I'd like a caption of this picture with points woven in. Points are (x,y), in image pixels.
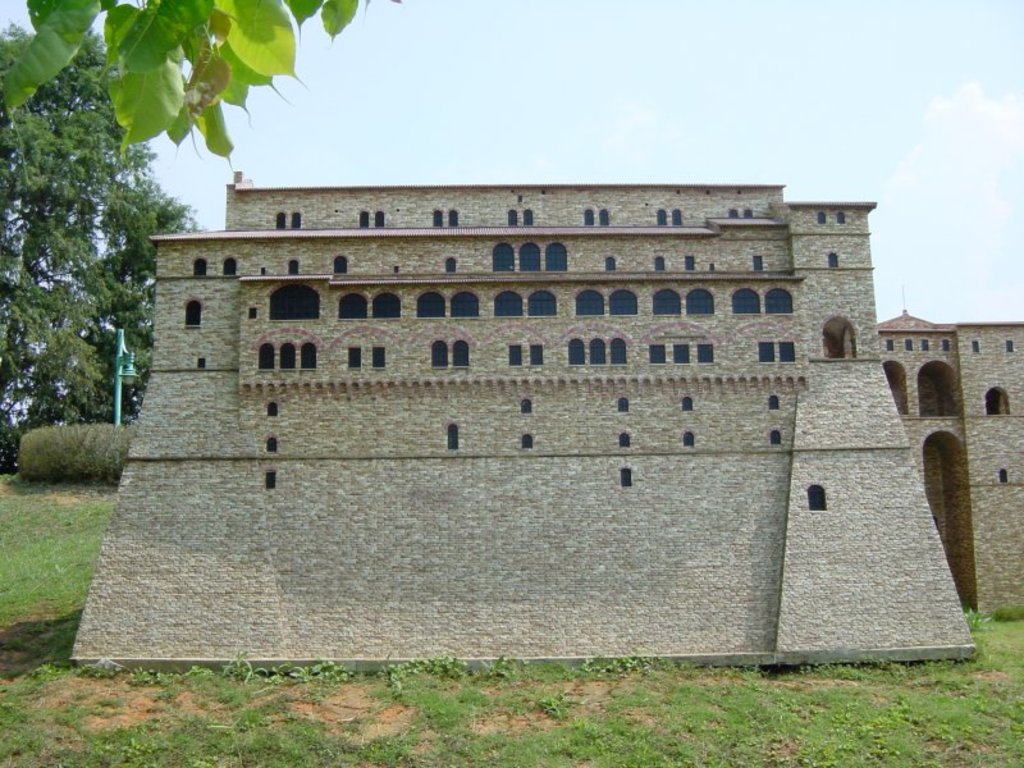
In the center of the image (646,280) there is a building (622,624) with windows (625,312). At the bottom of the image (636,719) there is grass (191,707). In the background of the image (105,361) there are trees (132,206) and sky (502,136). There is a light pole (117,387).
